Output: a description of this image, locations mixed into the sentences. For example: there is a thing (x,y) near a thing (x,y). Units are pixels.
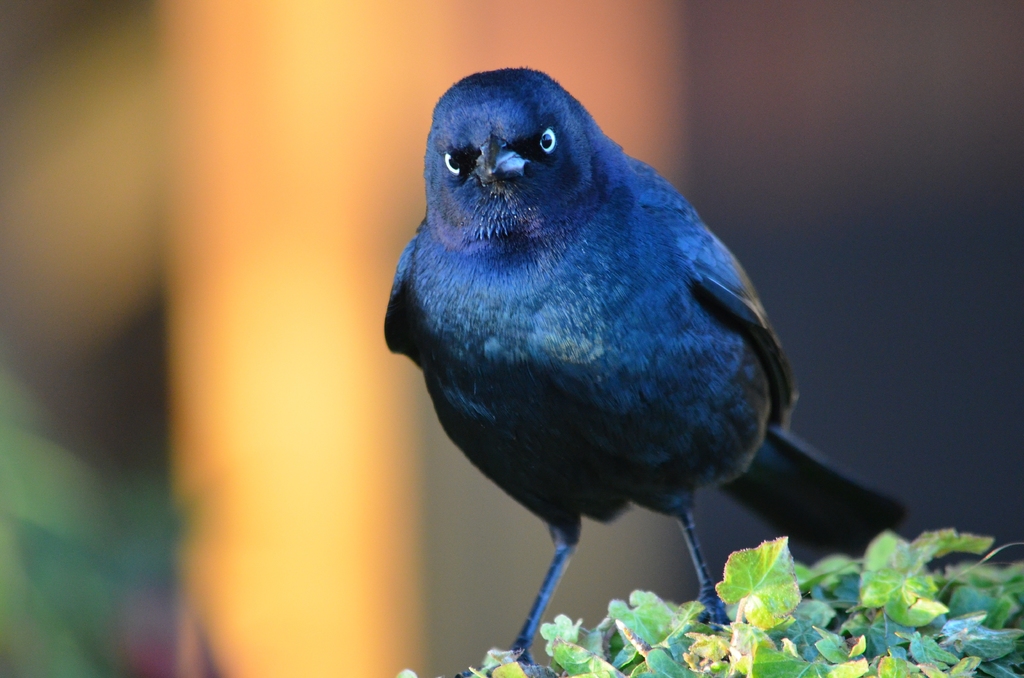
In this image we can see a bird (441,218) standing on the creepers (594,635).
